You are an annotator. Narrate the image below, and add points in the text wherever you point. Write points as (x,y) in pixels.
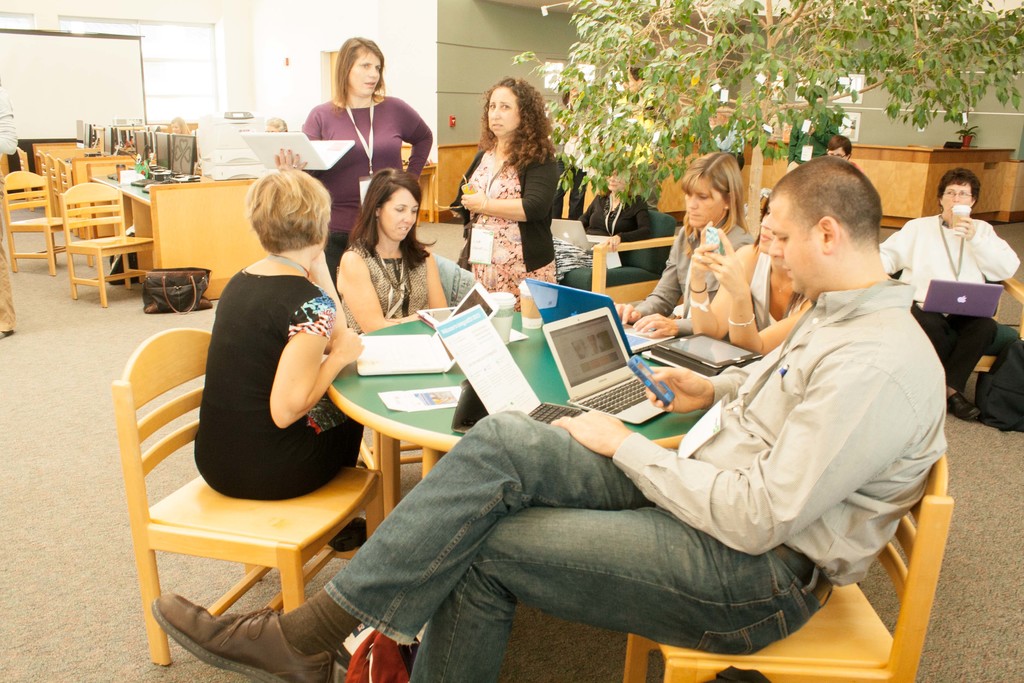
The picture looks like an office space (455,53). In the center of the image of the foreground (262,540) there is a table (385,422) and chairs (280,522), around the table (456,366) there are employees (394,253) standing and sitting discussing. On the table (524,371) there are laptops (568,331), papers (504,393). On the left (66,241) there are many PCs (184,159), chairs (89,225), tables (112,184). To the top left (67,92) there is a board (17,74), beside there is a window (167,49). On the top right (793,119) there is a plant (722,74). On the right (914,220) there is a woman (967,187) seated drinking. On the top right (913,159) there is a desk (894,155). On the top left (12,135) there is a person (5,119) standing.
